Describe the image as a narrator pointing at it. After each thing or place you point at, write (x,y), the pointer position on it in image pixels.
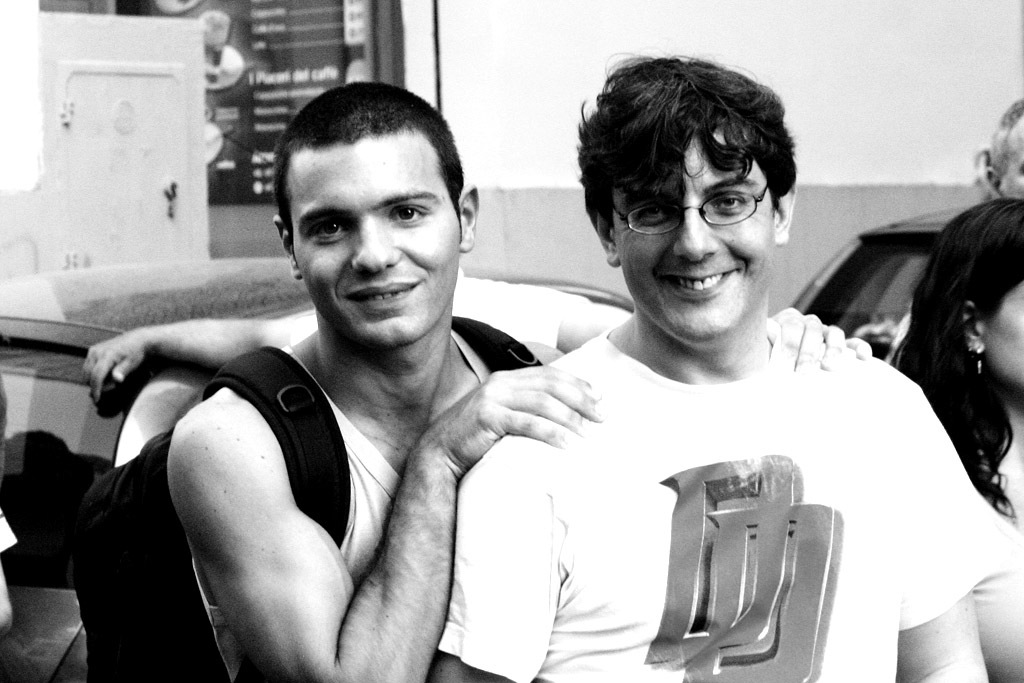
In this picture we can see some people (478,369), two persons (621,449) in the front (636,464) are smiling, there are two cars (847,322) in the middle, in the background (512,201) we can see a wall (507,56) and a board (294,8), there is some text (262,11) on this board (228,105).
